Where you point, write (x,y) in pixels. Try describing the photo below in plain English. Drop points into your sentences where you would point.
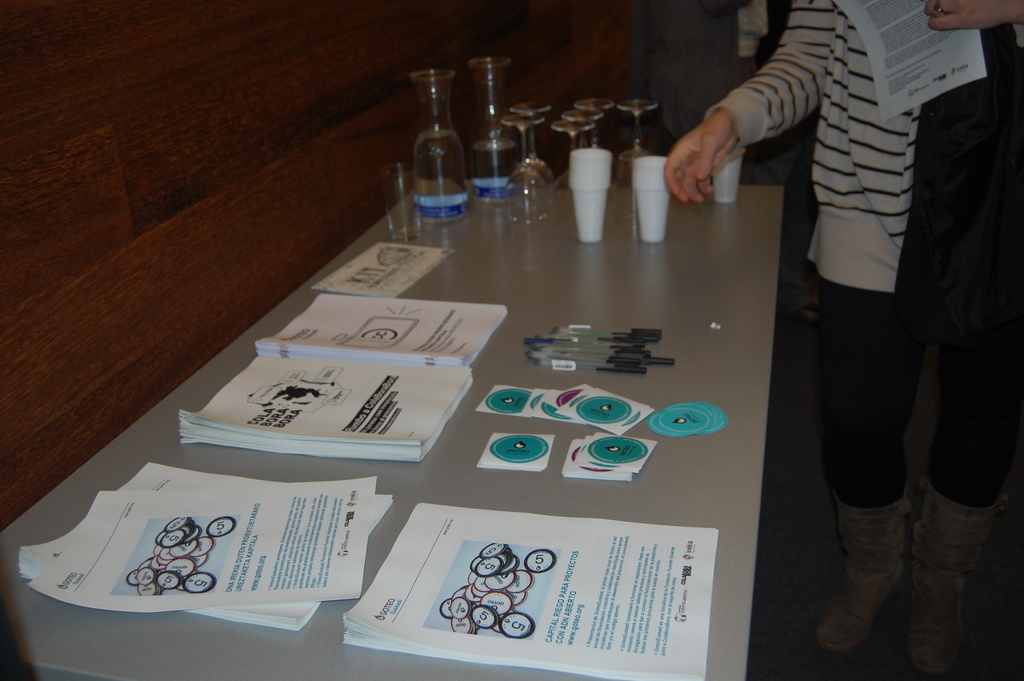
There is a table (735,336) where there are papers (366,489) in bundle (551,520) and few stickers (506,411) with pens (572,364) and glasses (542,165) on it. And a person (966,371) beside that.
